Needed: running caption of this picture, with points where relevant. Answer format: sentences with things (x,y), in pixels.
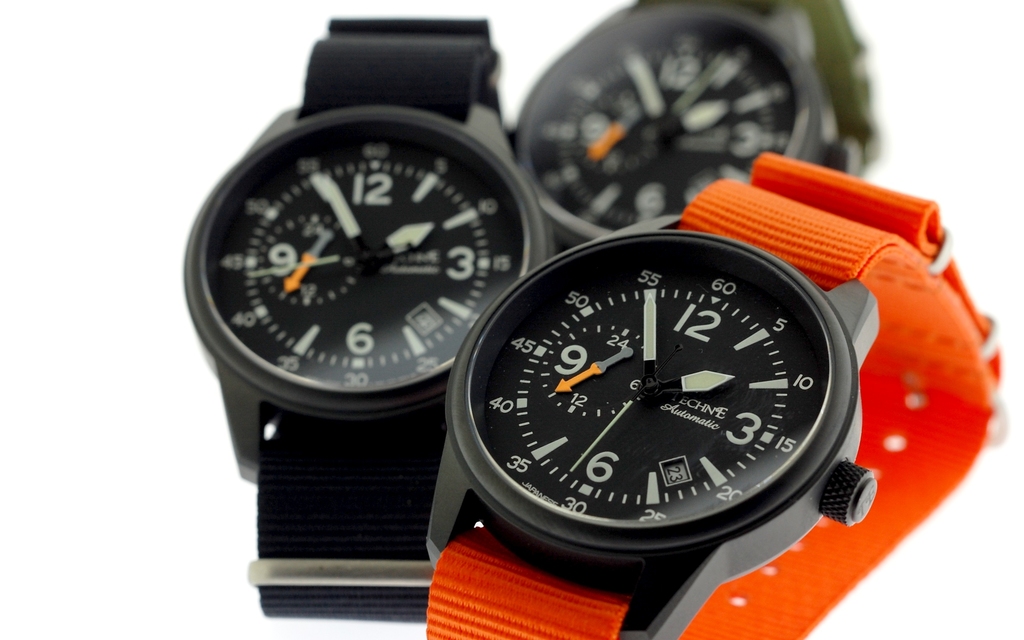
In this image we can see watches (513,195). In the background (237,584) it is white.
